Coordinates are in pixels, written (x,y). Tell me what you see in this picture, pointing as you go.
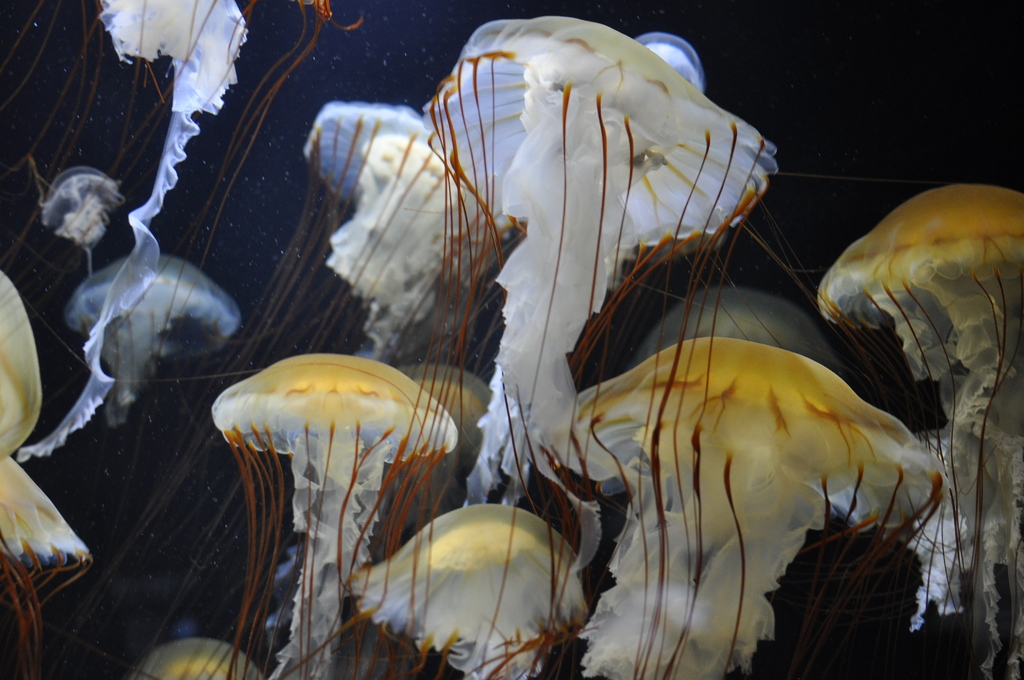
In the center of the image (501,257) we can see jelly fishes (459,276) underwater.
